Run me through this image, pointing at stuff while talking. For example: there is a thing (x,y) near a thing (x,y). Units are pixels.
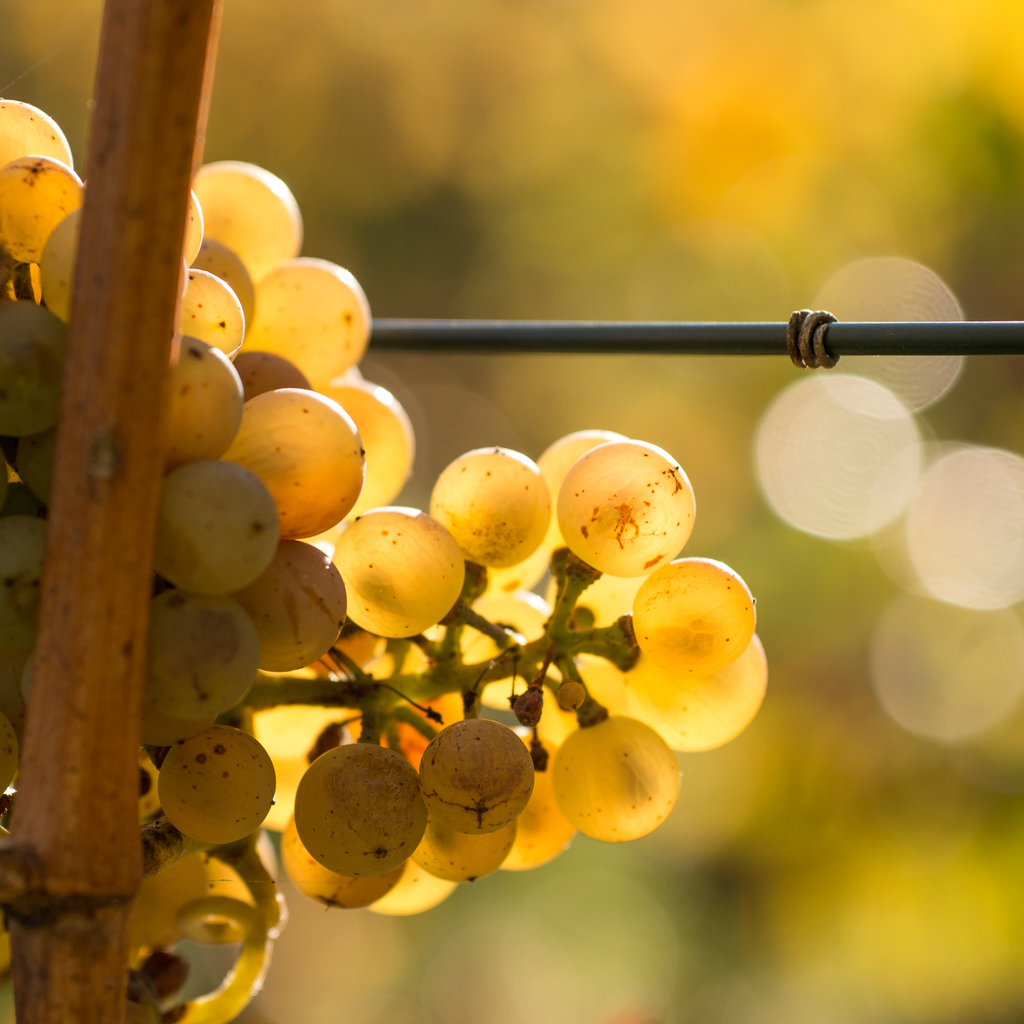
This picture shows bunch of grapes (464,749) and we see a stick (127,278) and a wire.
